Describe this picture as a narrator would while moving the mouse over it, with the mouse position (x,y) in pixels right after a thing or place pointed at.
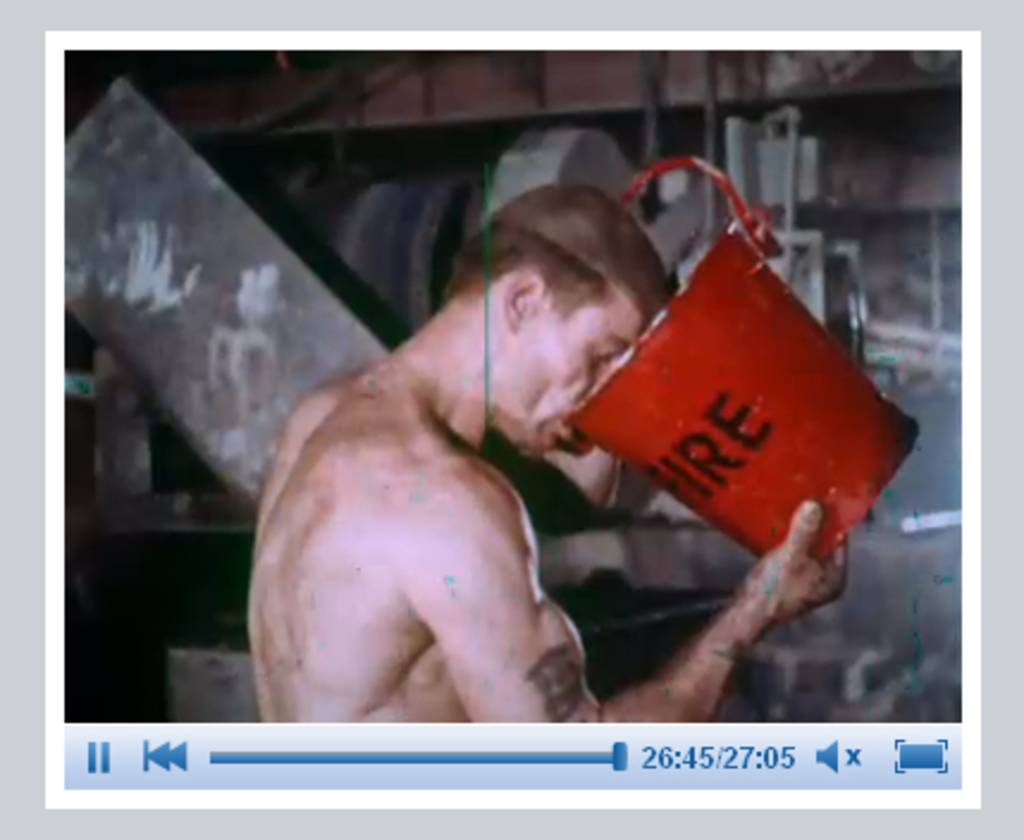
In this image we can see a screen shot of a video clip of a person (524,445) drinking water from a bucket (635,344).
